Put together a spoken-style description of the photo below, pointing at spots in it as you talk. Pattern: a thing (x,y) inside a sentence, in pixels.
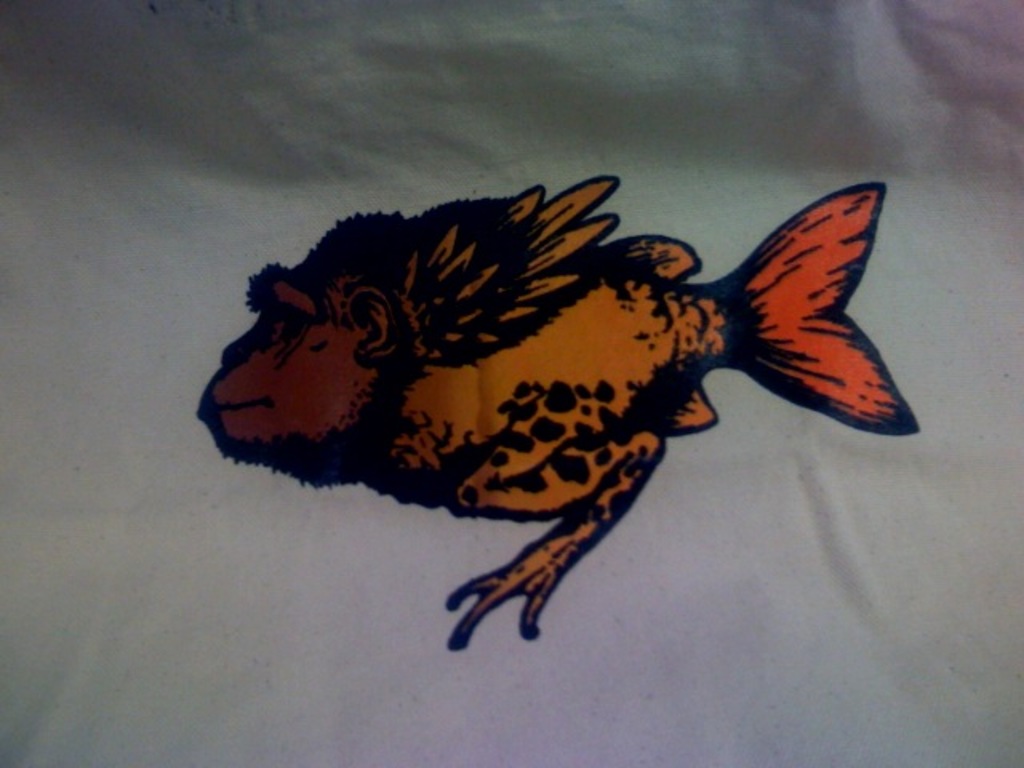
In the middle of this image (538,359), there is a painting (513,381) of a fish (240,381) on a cloth (412,108). And the background (829,625) is white in color.
